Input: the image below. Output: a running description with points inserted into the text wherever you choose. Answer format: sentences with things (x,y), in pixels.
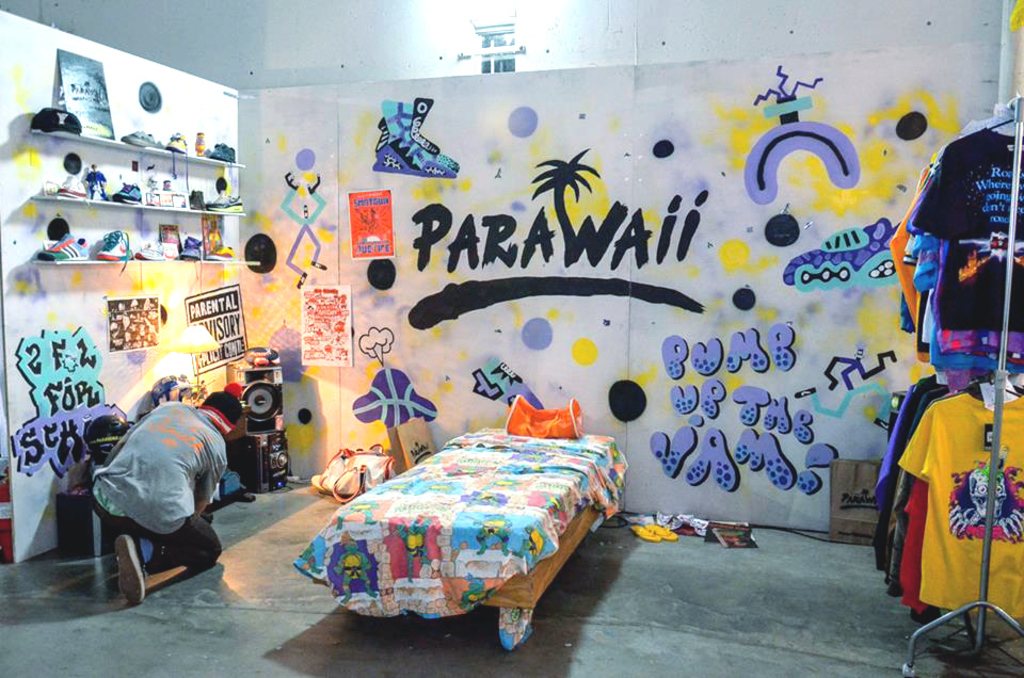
In this image I can see the floor (718,631), few clothes (926,542) hanged to the metal rods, a person (156,519), few racks (73,263) with few shoes (80,244) and few objects (198,199) in them. I can see the wall (466,204) with few poster (383,247) attached to it and few paintings (557,233) on it. In the background (178,21) I can see the white colored wall (285,55) and a light (445,29).
